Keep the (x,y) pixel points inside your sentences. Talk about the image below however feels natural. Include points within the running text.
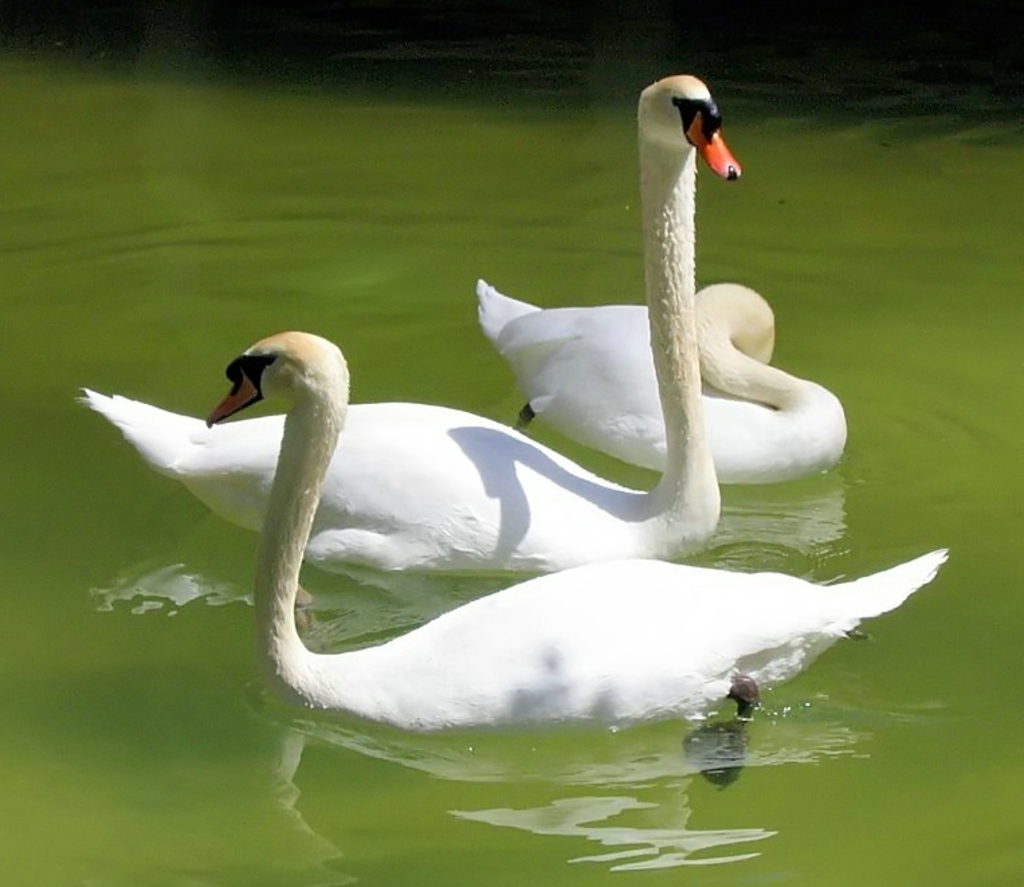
There is a murky green lake (951,524). In the middle (465,537) there are three swans (389,475) which are white in color.
